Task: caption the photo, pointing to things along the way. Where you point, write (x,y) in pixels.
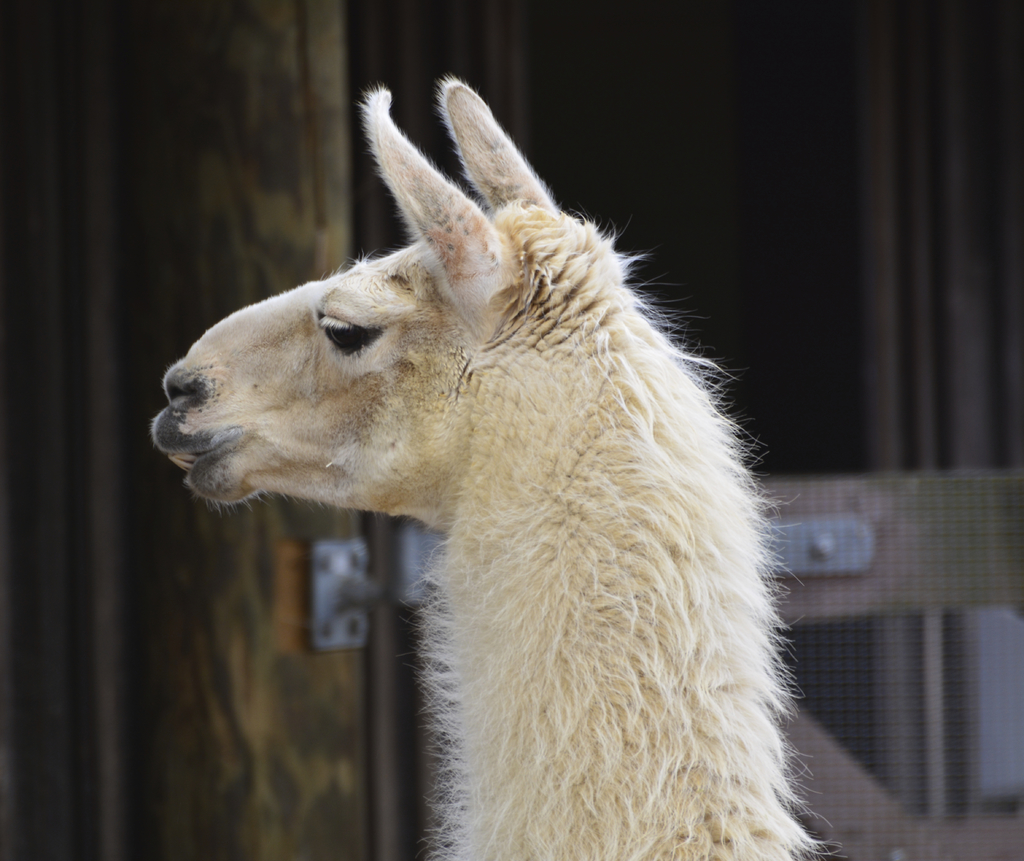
In this picture we can see animal face (181,418) and neck (473,858). In the background of the image (635,124) it is blurry.
